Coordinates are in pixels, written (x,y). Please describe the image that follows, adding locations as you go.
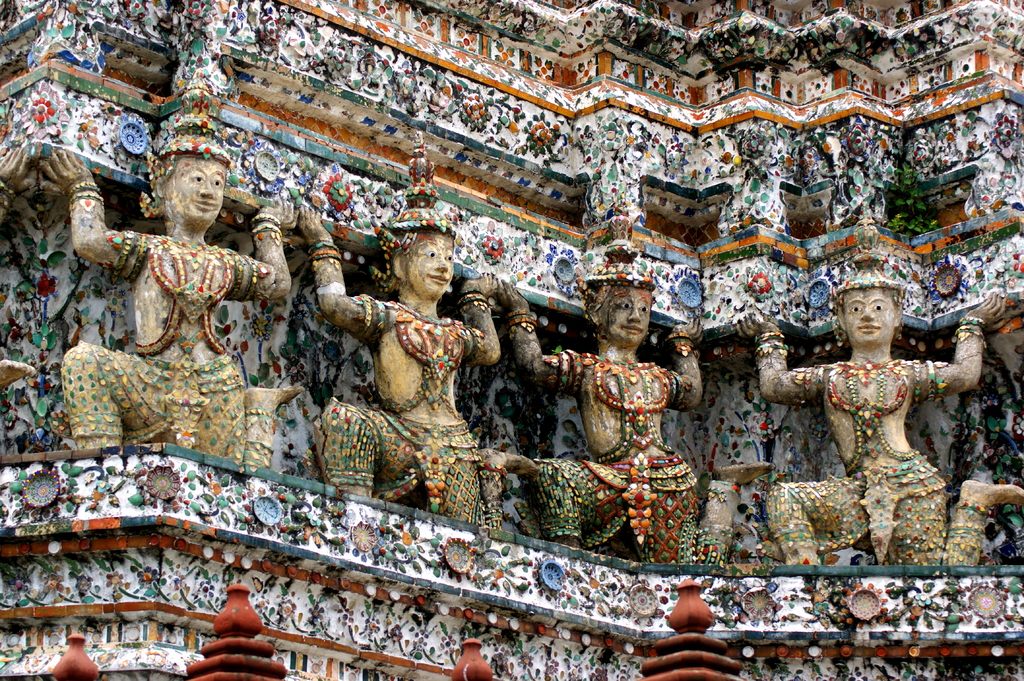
In this image we can see the wall (396,107) with a design (567,124) and sculptures (487,317) on the wall (315,375).
